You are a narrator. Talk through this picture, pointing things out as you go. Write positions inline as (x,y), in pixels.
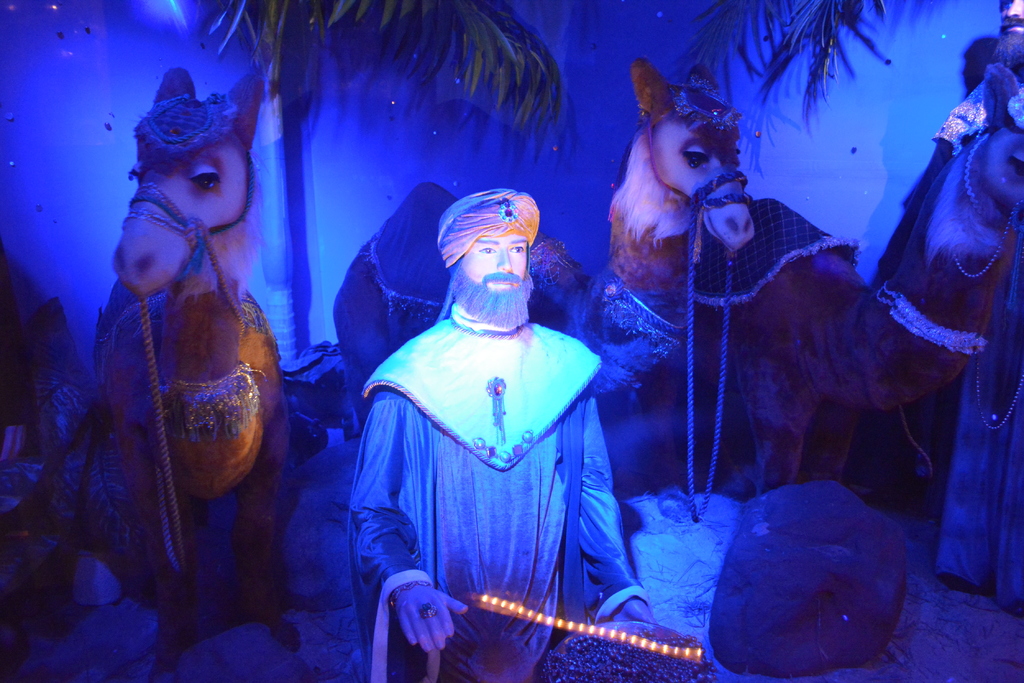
In this image I can see sculpture (455,338) of two men (464,244) and of three camels (255,460). I can also see few lights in the front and on the top side of this image (427,4) I can see leaves (503,19). I can also see a stone (826,534) on the right side of this image (900,565).
